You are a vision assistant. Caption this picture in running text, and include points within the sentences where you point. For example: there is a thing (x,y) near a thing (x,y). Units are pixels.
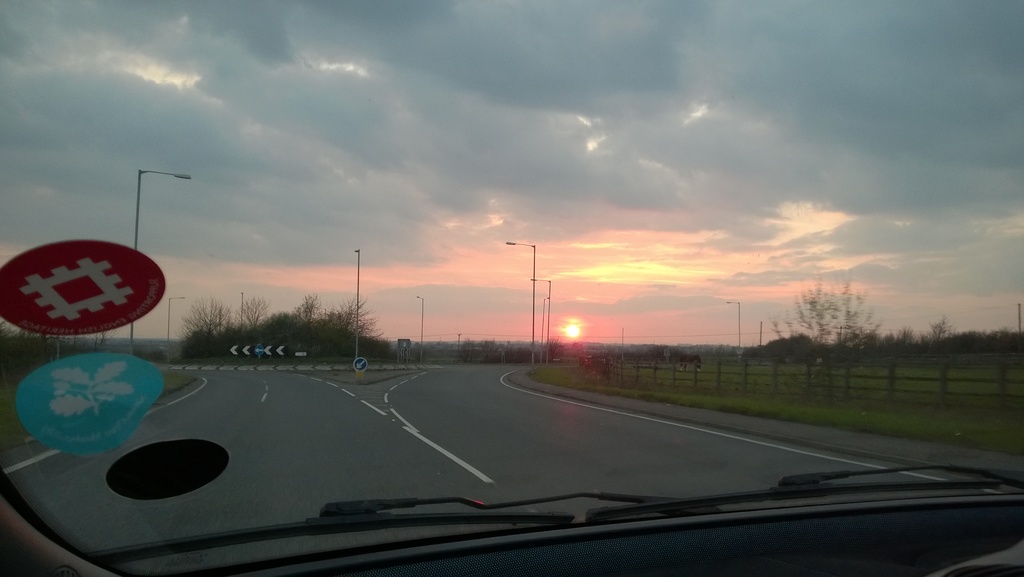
In the picture we can see the vehicle windshield (852,215) through which we can see the road (344,436), sign boards (362,367), light poles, fence (754,365), grass (760,386), trees (520,356) and the sky (429,241) with clouds (804,160) and the sun (573,332).
